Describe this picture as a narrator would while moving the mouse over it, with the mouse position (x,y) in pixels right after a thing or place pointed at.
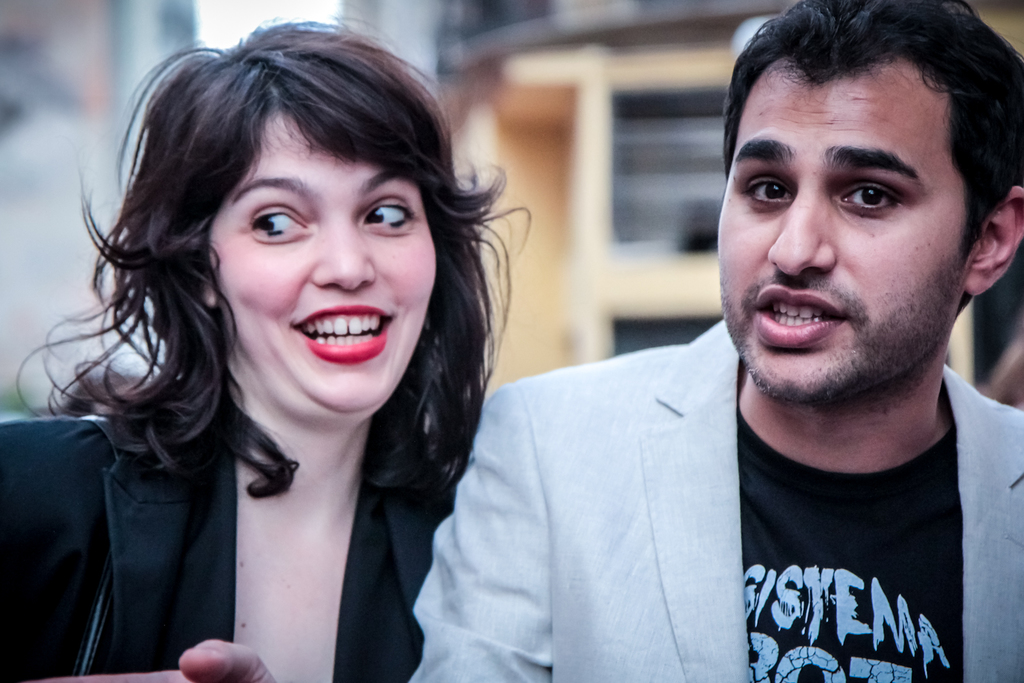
In this image there is a woman (203,499) wearing a black jacket (157,558). Beside there is a person (803,619) wearing suit (998,613). Behind them there are few buildings (562,294).
